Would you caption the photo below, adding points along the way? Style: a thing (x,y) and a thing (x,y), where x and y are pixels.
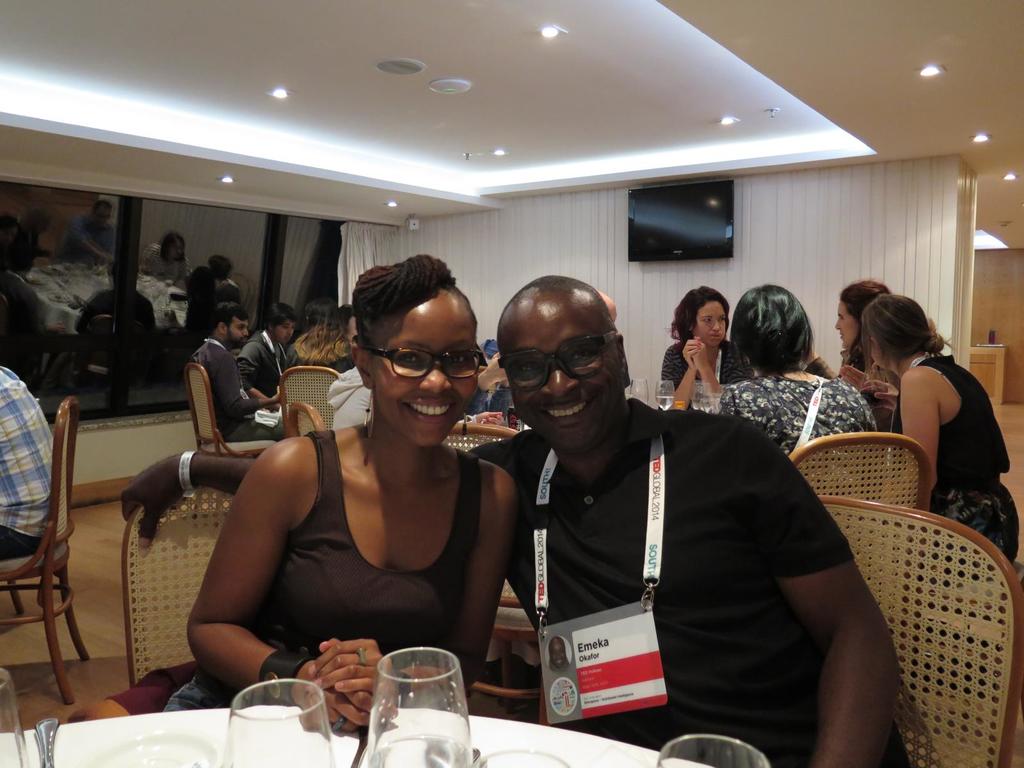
In this image there are two persons (479,551) sitting at bottom of this image (706,520) the right side person (659,600) is wearing black color dress (702,570) and the left one (338,551) is a women (344,566) and there is a table (151,715) at the bottom of this image (318,747) and there are some glasses (311,733) kept on it and there is one person (50,478) at left side of this image (52,485) is sitting on the chair (66,531) and there are some mirrors (173,298) at left side of this image (193,270) and there is a wall (682,268) in the background (683,286) at right side of this image (769,269) and there is a television (718,239) at top of this image (685,214) and there are some persons (762,336) sitting at right side of this image (798,390) and there are some lights (985,141) arranged at top of this image (731,116).
